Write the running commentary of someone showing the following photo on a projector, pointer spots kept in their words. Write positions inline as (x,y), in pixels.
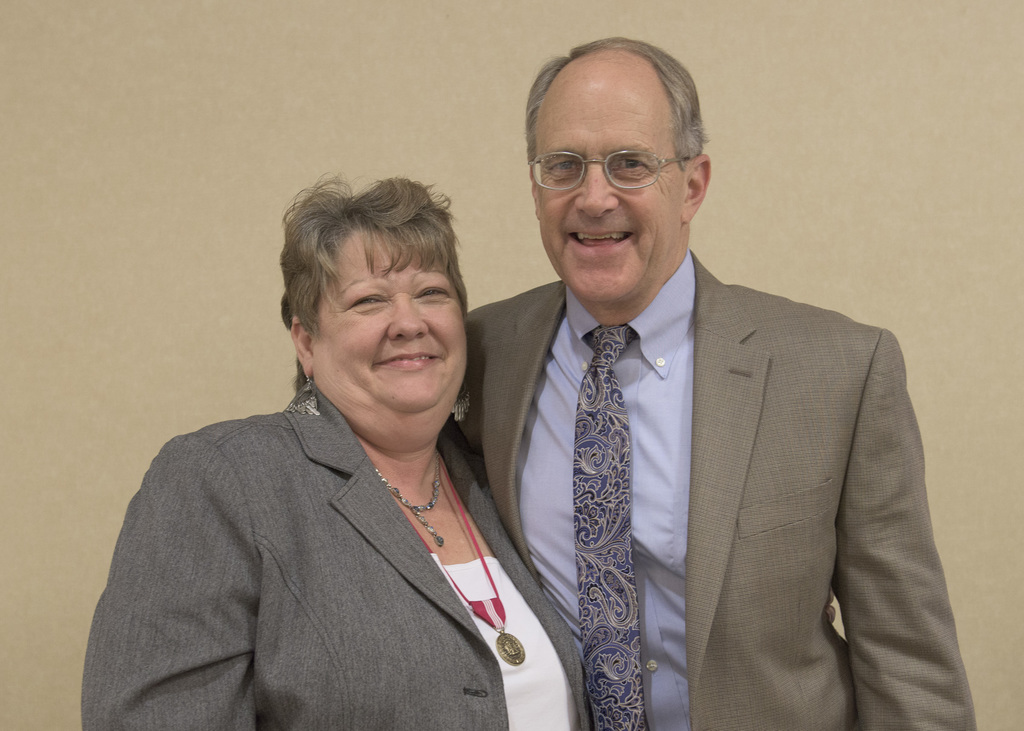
There is a man (521,346) and a woman (416,342) in the center of the image (517,284), it seems like a wall (462,147) in the background area (422,148).
